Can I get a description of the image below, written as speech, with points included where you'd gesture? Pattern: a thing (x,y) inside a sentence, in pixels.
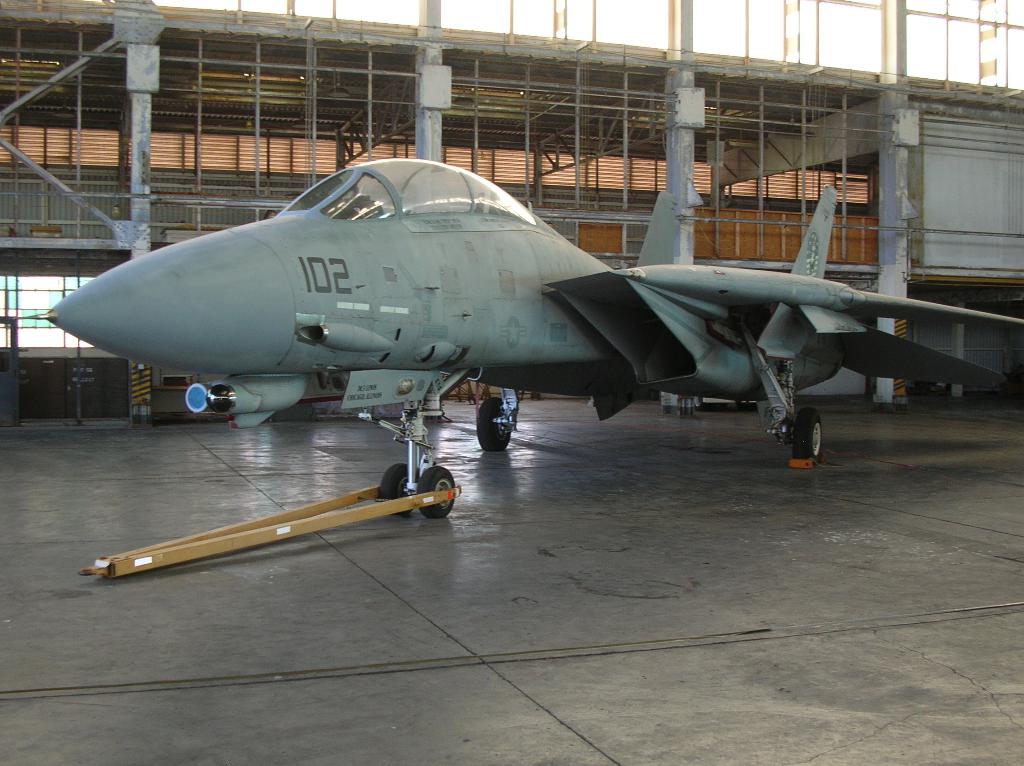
In this image we can see a military jet (335,267) on the floor (335,465), iron grills (237,135), poles (805,189) and sky (758,54).
